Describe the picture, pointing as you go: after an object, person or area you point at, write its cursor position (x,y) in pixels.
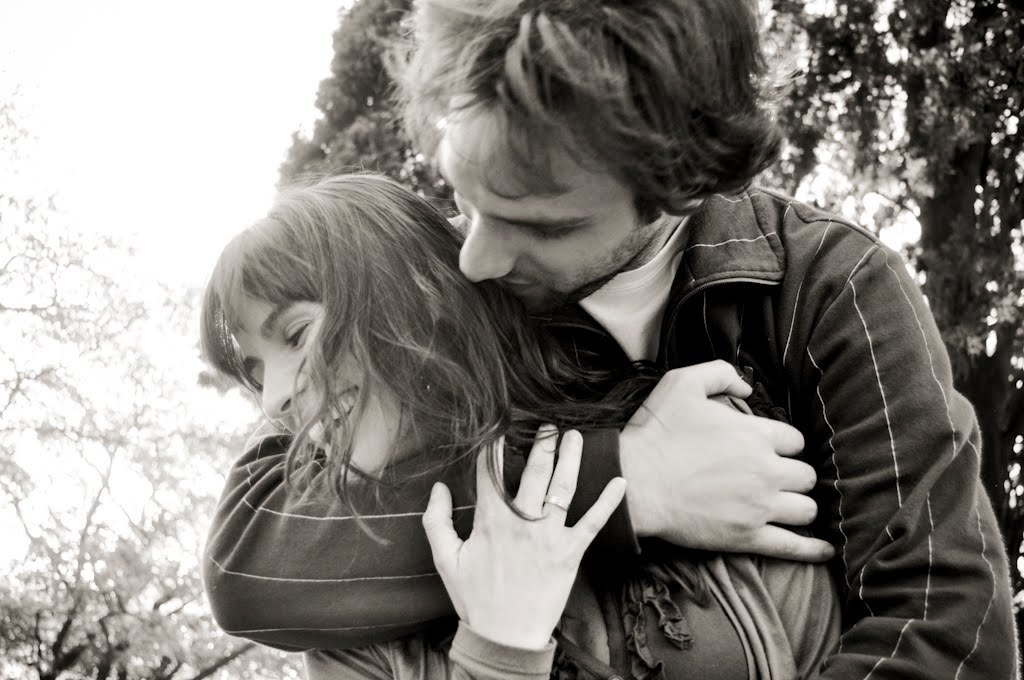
There is a couple (681,429) holding each other and there are trees (865,83) in the background (850,49).
